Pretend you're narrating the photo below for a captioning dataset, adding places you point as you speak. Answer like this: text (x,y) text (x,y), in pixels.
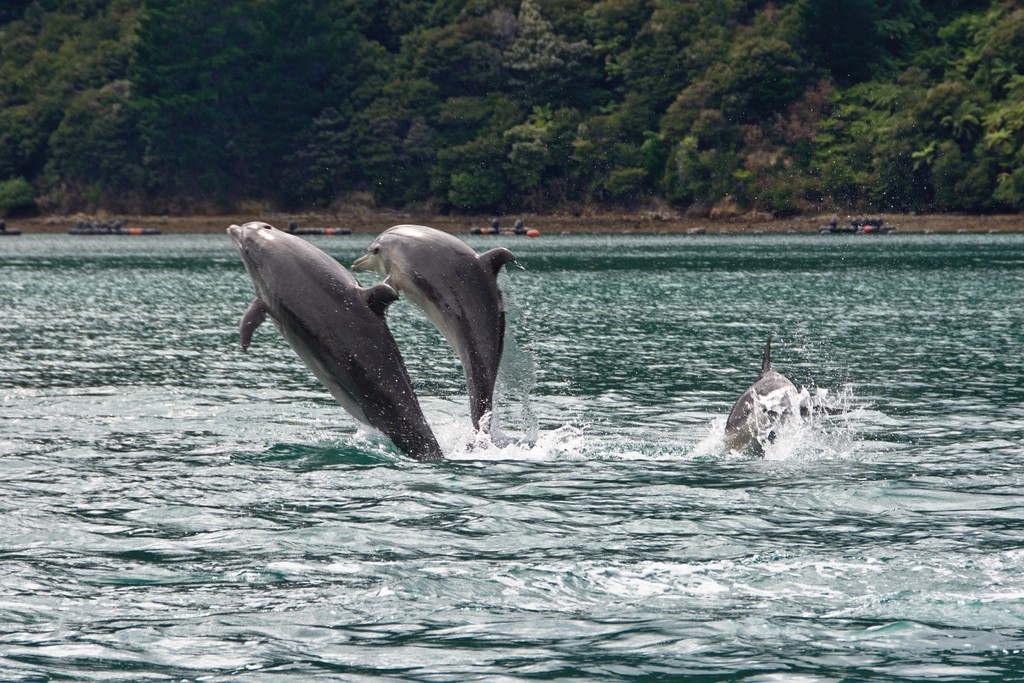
In this picture we can observe some dolphins (467,332) swimming in the water (351,455). We can observe an ocean (162,363). In the background (510,101) there are trees (481,96).
